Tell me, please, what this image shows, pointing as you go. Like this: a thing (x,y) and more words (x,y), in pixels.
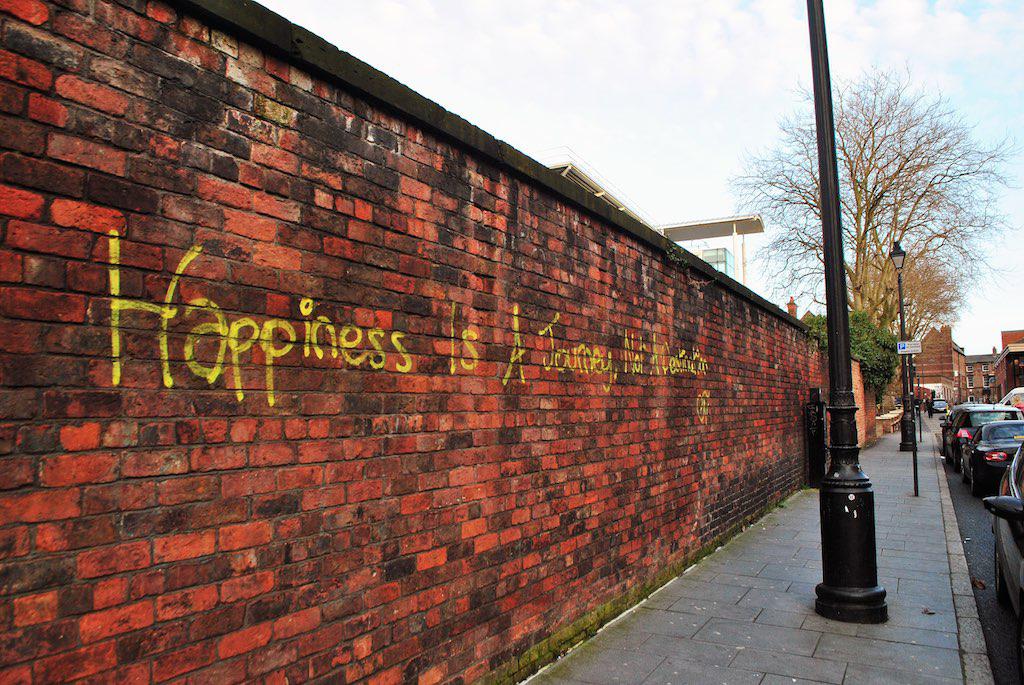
This picture is clicked outside. On the left (125,319) there is a text (679,365) on the brick wall (619,282). In the center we can see the poles (831,519), trees (897,315) and buildings (991,382). On the right (1002,436) there are some vehicles (963,446). In the background (622,82) there is a sky (851,259).
